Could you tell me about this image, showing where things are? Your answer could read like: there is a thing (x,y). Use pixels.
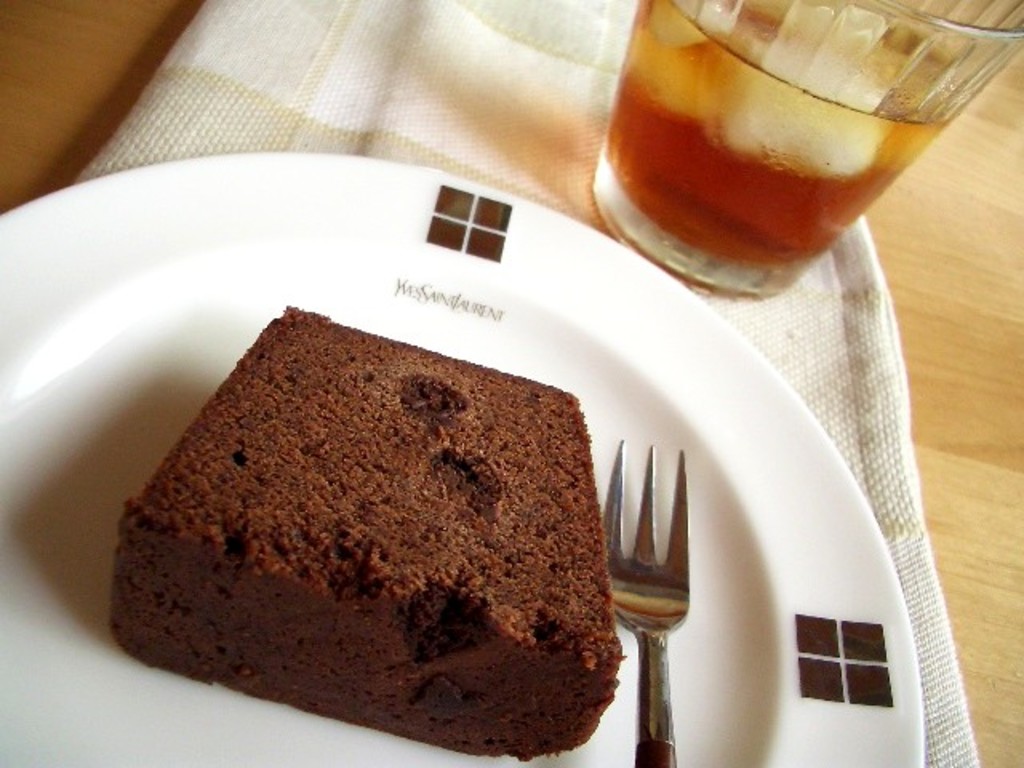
In this image I can see a brownie (479,630) and a fork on a white plate (653,366). There is a glass of drink (770,189) at the back (822,55). There is a cloth (435,154) on a table (961,580).
